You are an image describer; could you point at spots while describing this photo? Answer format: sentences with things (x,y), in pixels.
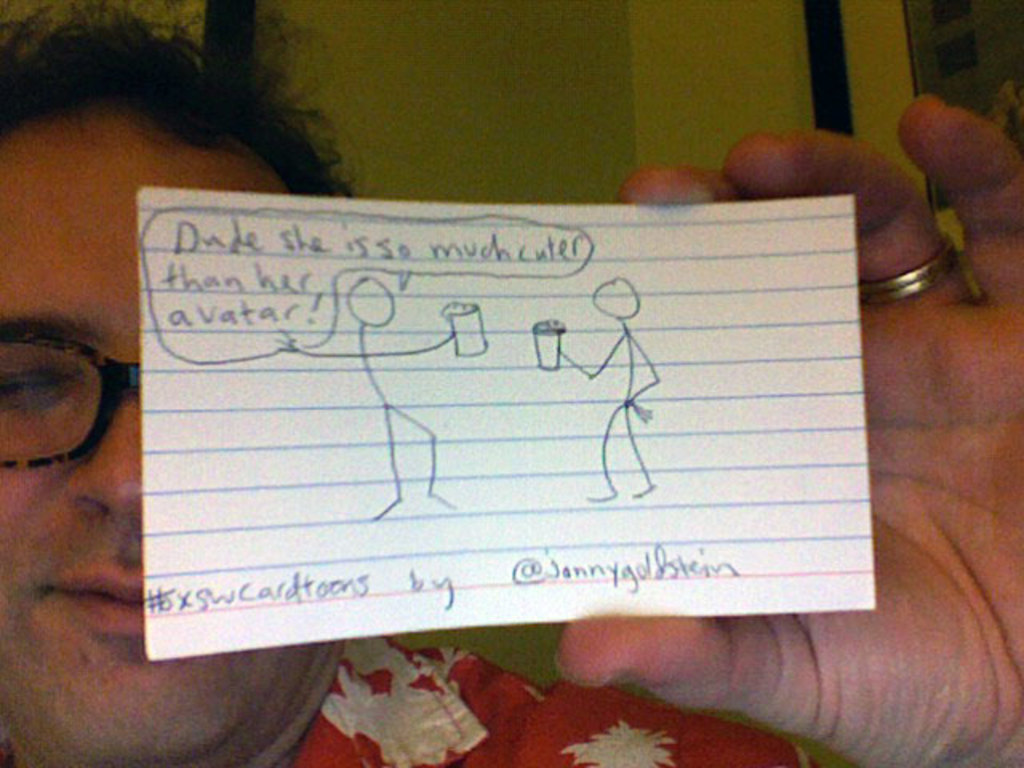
In this image we can see a person (76,634) wearing red color shirt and spectacles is holding a paper (379,610) on which we can see some text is written. In the background (500,138), we can see the wall (476,71).
